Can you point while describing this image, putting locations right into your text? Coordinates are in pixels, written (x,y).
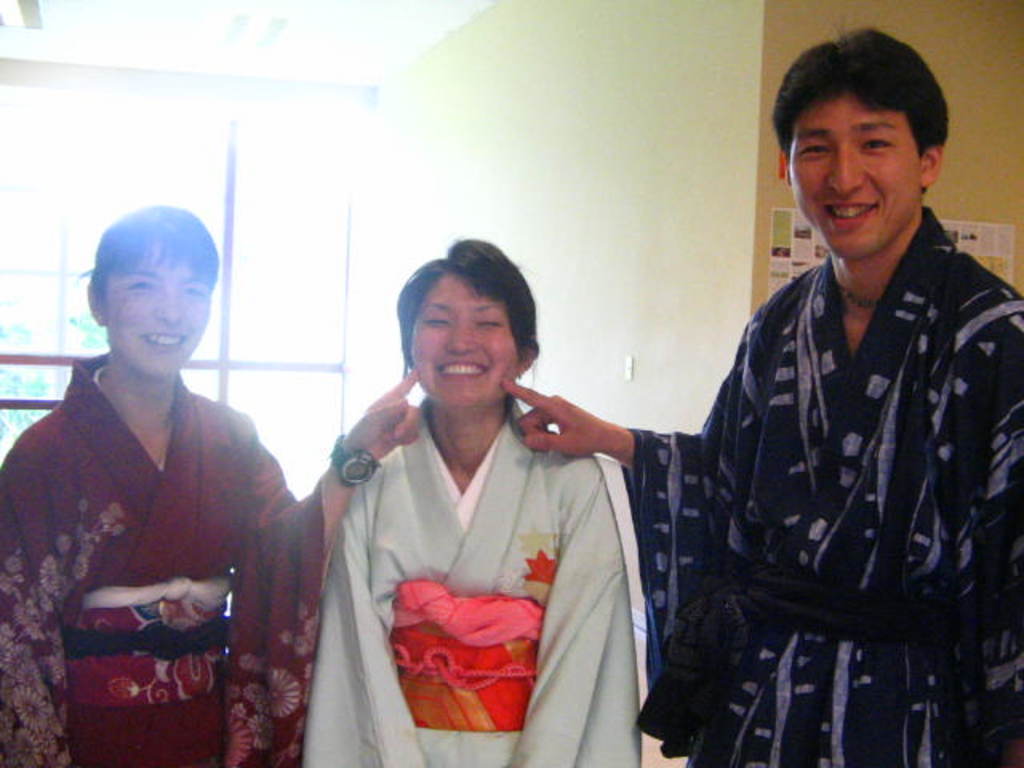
In this picture, we can see three people (1004,725), and we can see the wall (748,156) with poster (792,240) on it.
